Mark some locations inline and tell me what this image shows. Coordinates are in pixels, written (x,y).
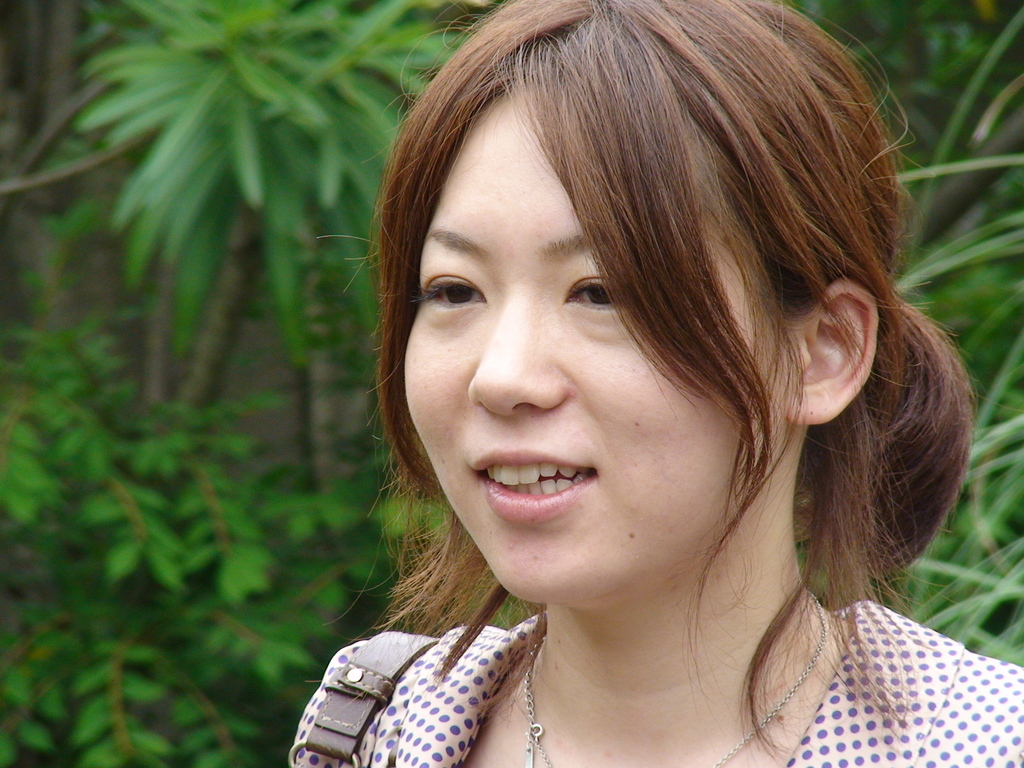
In the center of the image (394,271) there is a lady (897,575). In the background of the image (48,313) there are trees (344,128).
